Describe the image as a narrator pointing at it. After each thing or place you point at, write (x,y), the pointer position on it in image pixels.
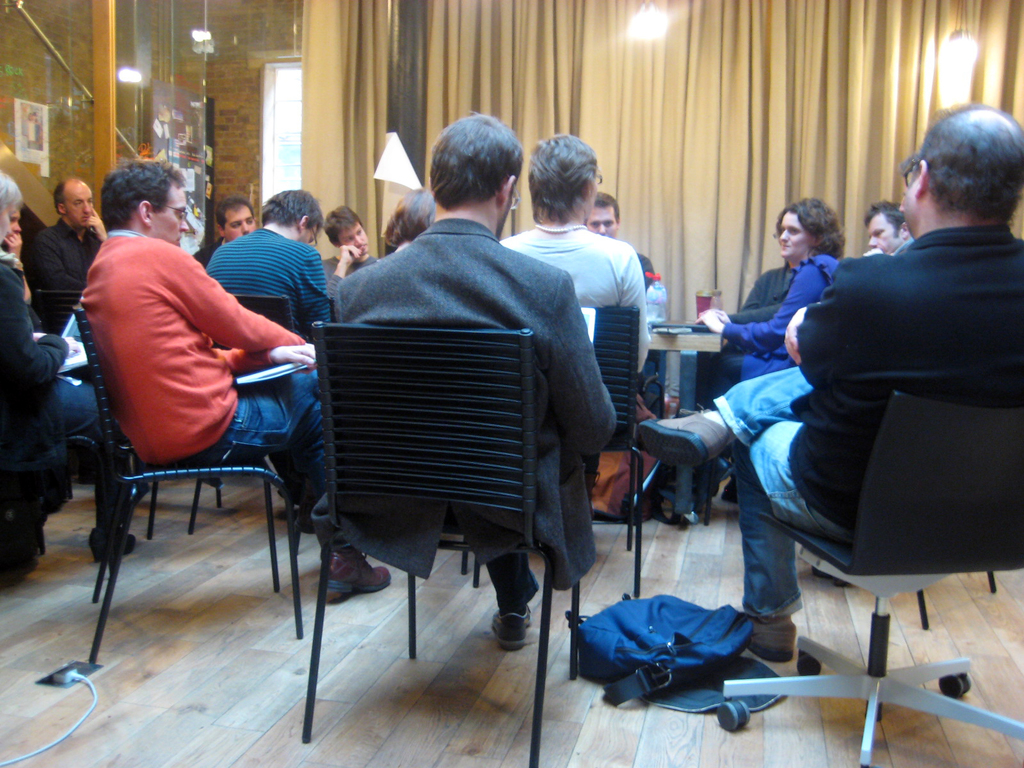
Here we can see a group of people (161,336) sitting on chairs (991,547) discussing something and in front of them we can see a curtain (866,28) and lights (970,51) present.
